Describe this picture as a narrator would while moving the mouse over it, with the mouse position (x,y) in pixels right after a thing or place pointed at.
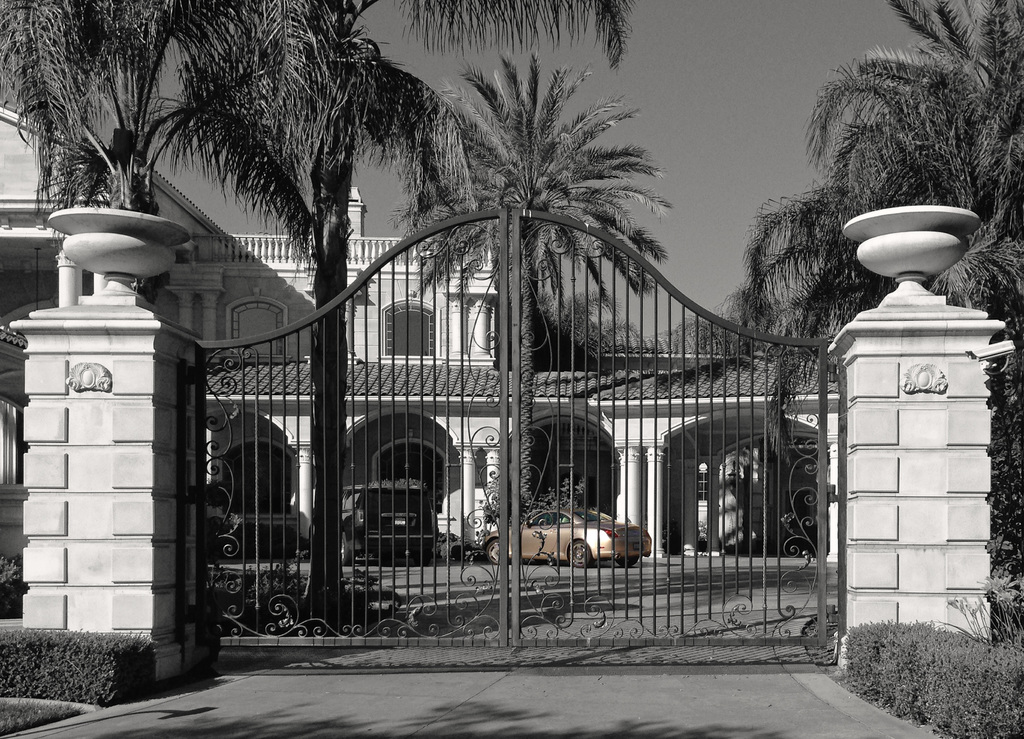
In this picture there is a gate (515,311) in the center of the image (370,274) and there are pillars (91,473) on the right (865,337) and left side of the image (21,383), there is a house (305,452) and a car (370,531) in the center of the image (426,487) and there are trees (70,9) on the right (1019,167) and left side of the image (298,144).
